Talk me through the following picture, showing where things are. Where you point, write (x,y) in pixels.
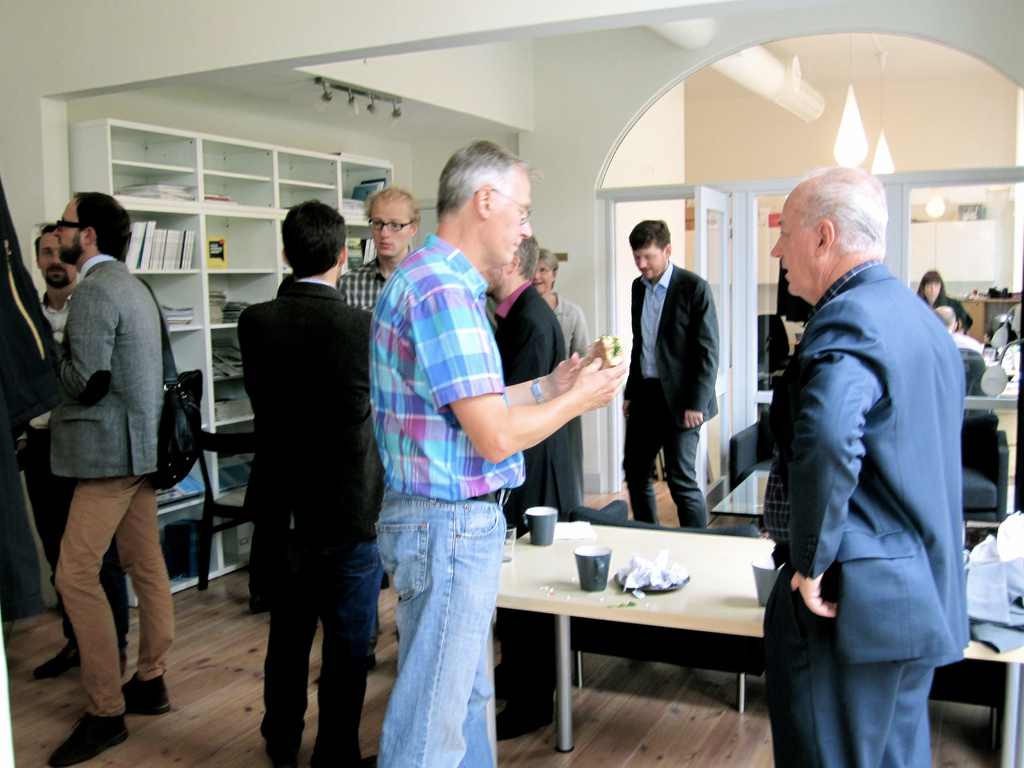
In this image I can see number of people (318,262) are standing. On the right side of this image (695,623) I can see few sofas (658,639), few tables (741,579) and on one table (708,617) I can see few glasses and few other things (648,573). On the left side of this image (185,191) I can see number of books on these shelves (208,318). I can also see few lights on the ceiling (811,43).
